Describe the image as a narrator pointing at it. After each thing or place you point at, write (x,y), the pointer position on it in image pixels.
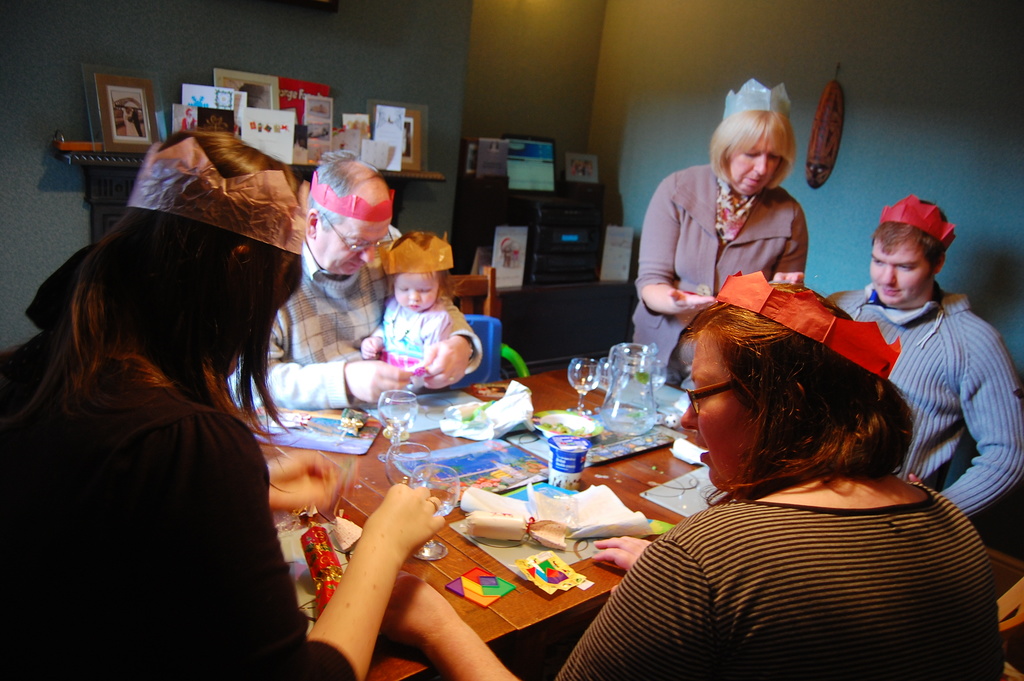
There are some people (872,416) sitting and a lady (726,251) standing. And all the people (864,302) are wearing Some colorful paper (262,202) on their head (308,213). In between them there is a table (504,570). On the table (483,560) we can see glasses (432,457), papers (492,426), crackers (316,552), wrappers (530,510). Behind them there is a cupboard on that there are some photo frames (137,118) and greeting cards (227,126). And there is a sound system (570,234) to the corner.
